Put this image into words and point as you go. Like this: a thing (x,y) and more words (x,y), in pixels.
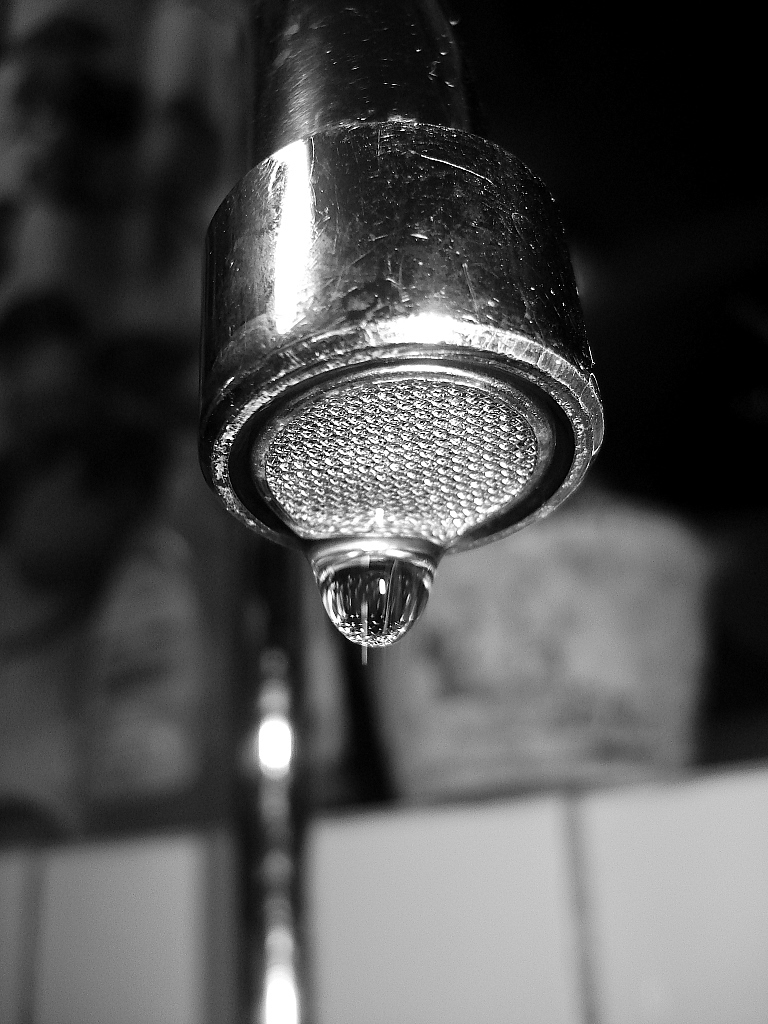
In this image I can see water tap (456,368) and water drop (412,560). In the background of the image (695,383) it is blurry.
